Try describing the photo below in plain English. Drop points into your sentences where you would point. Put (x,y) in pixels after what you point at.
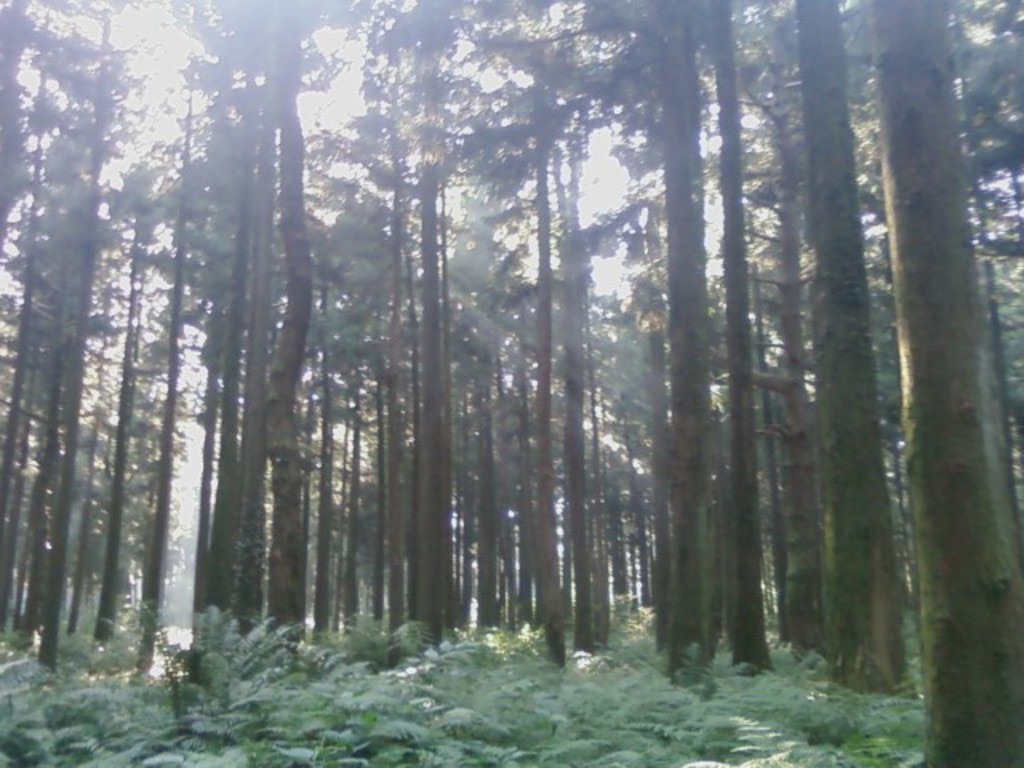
In this image we can see trees (296,445), plants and sky (322,97).
